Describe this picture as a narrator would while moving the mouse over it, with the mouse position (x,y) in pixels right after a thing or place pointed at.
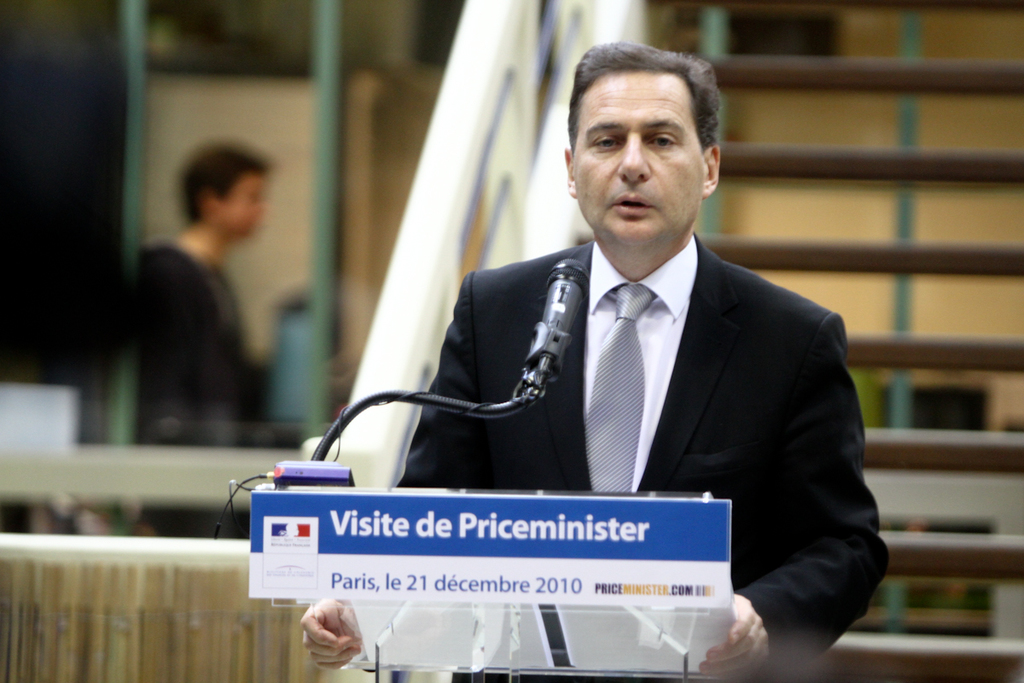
Here we can see a man (691,246) standing at the podium (558,616) and holding it with his two hands (318,625) and on the podium (393,646) there is a microphone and a name board (364,589). In the background (342,268) the image is blur but we can see a person (148,326) on the left (164,440) side, staircase (566,63), wall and some other objects (908,610).
